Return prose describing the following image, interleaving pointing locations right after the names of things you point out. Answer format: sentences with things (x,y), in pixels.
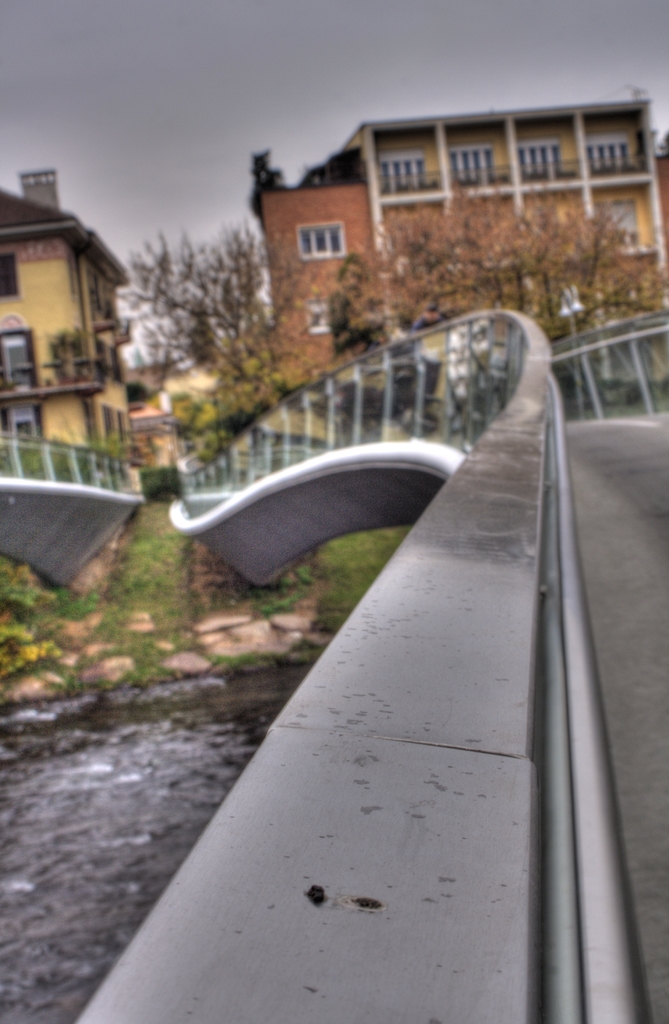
In this image there are bridges (243,487), water (52,909), grass (128,638), plants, trees (650,296), buildings (47,215), sky (27,133).
